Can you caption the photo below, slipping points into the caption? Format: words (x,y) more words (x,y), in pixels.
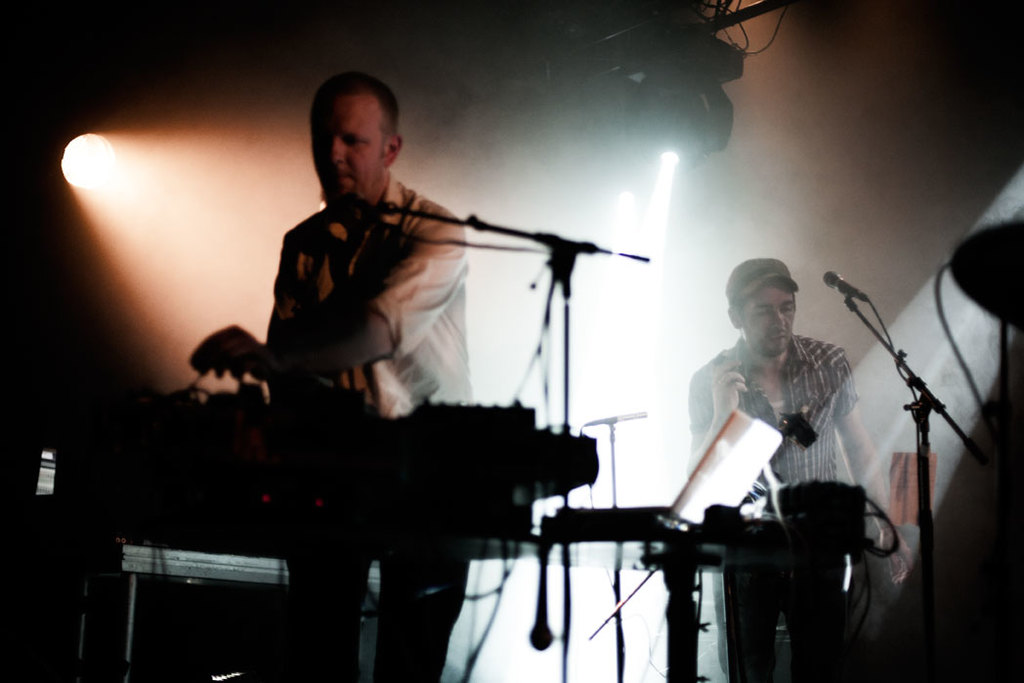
In this image there are musicians (703,427) performing and there are musical instruments (451,454). On the top (690,134) there are lights (712,124).
